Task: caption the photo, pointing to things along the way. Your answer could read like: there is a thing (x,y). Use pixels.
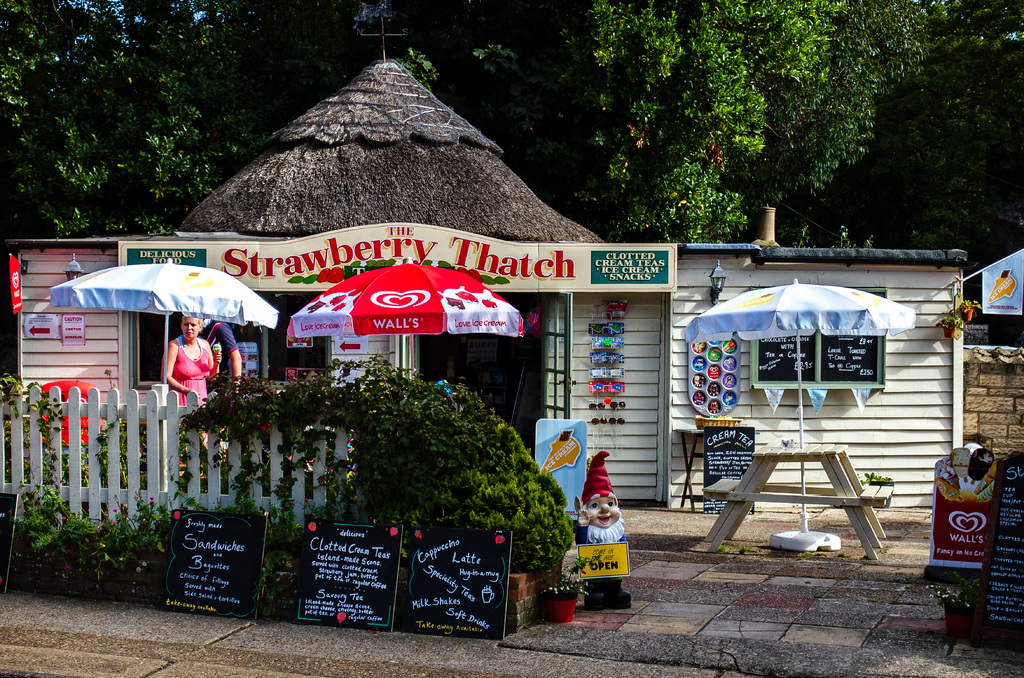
There is a cafe (156,376) and outside the cafe (284,343) there are three umbrellas (796,336) and below the umbrellas (802,314) there are tables (790,485) to sit and there is a white fencing (76,427) around the cafe (787,428) and beside that there are few plants (490,488) and in front of the fence (276,500) there are three black boards (204,588) and there are some menu items (376,577) are written on the blackboards (449,566), in the background (663,82) there are plenty of trees (559,68).
